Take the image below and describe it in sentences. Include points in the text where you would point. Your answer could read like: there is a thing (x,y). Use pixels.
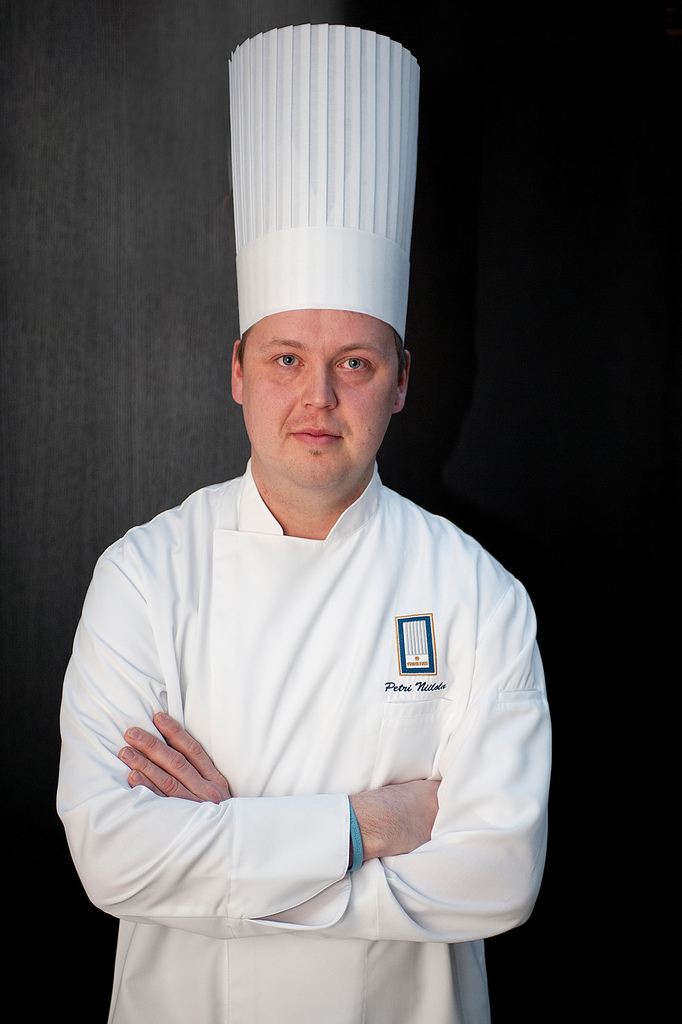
In this picture we can see a man (160,563) wore a hat (376,94), coat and standing and in the background (156,242) it is dark.
